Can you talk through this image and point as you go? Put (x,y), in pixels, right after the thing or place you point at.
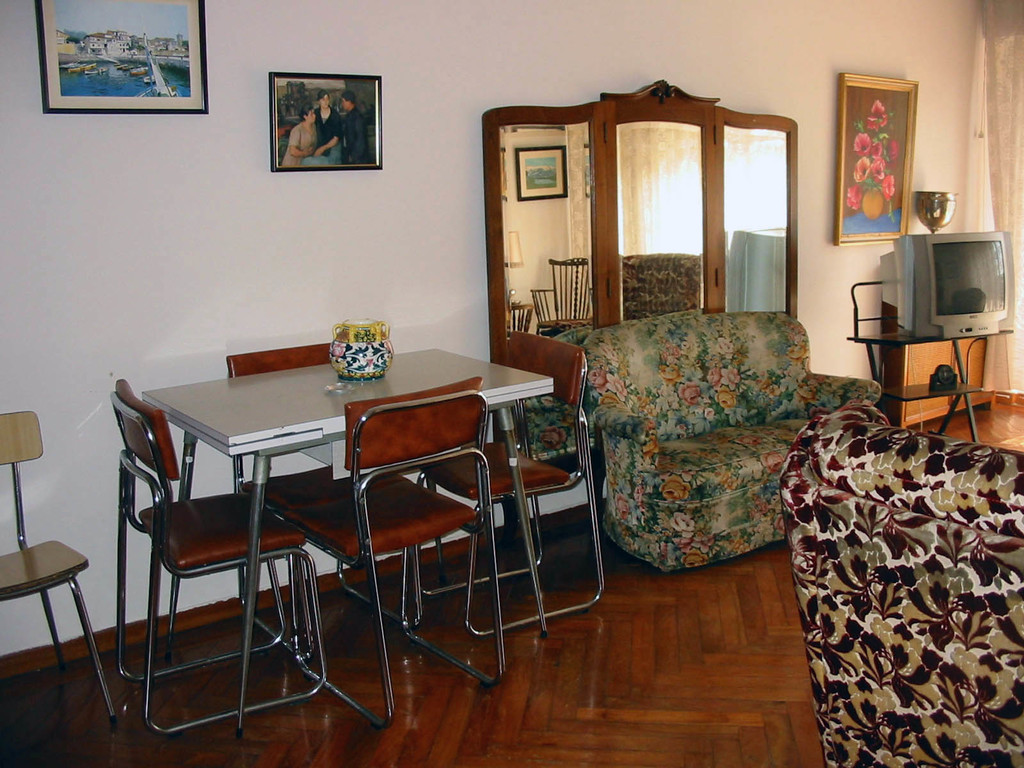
In this image i can see there is a table (368,392) with few chairs (201,539) on the other side. I can also see there is a TV (965,293) and two couches (811,487) on the floor (713,635).
